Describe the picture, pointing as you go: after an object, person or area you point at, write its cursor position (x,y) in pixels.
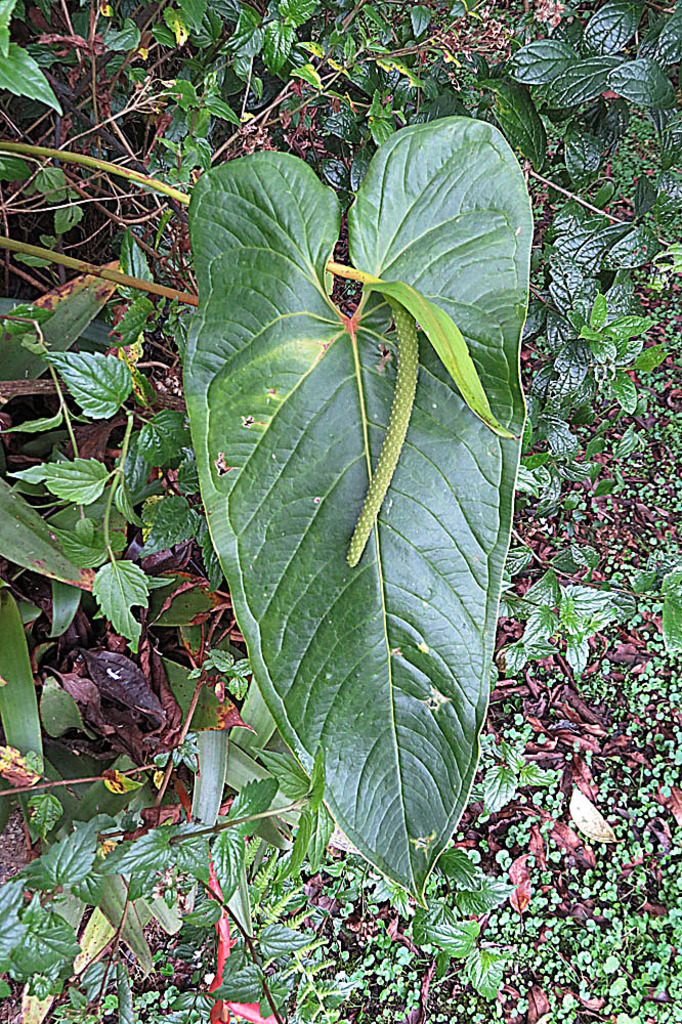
In this image we can see flower spike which is on leaf (359,327) and we can see some leaves (257,36) which are in green color.
